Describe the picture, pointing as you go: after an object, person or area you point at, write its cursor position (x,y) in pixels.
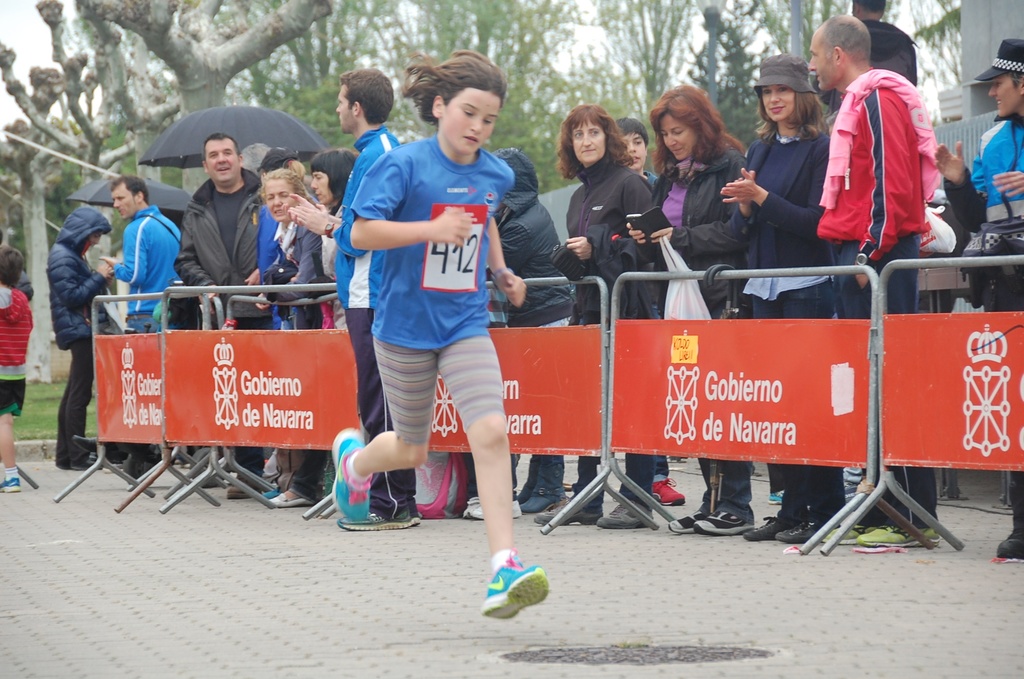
In this image I see number of people (528,220) and I see the barricades (175,396) over here and I see something is written and I see 2 black color umbrellas (162,190) over here and I see the path (950,656). In the background (557,128) I see number of trees (513,98).
